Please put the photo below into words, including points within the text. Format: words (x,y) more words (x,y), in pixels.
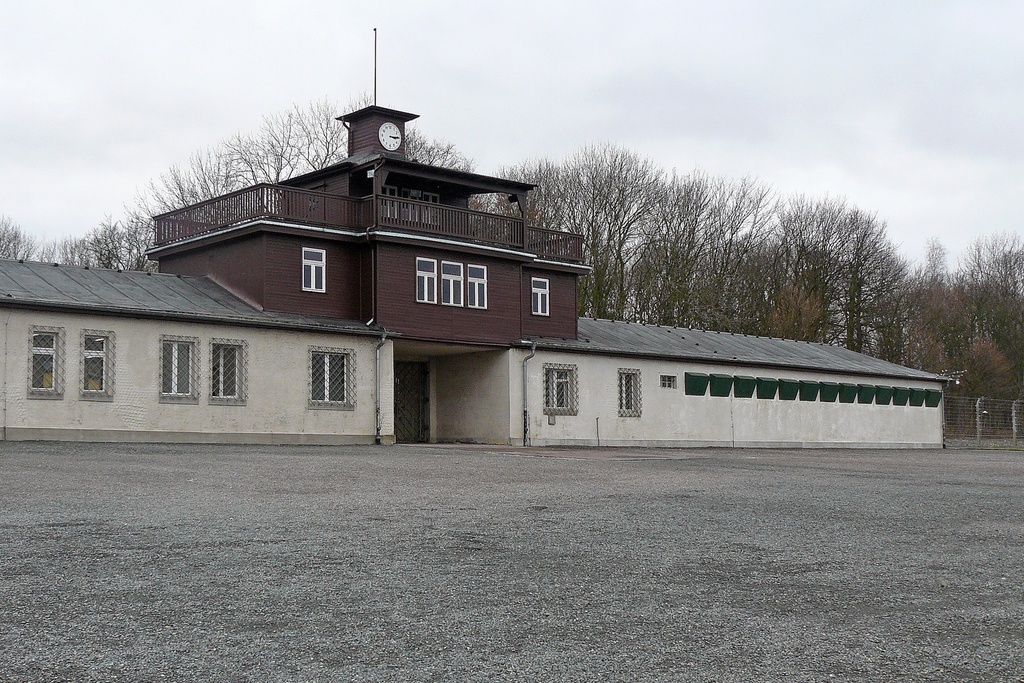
In the center of the image (476,436), we can see a building (502,251) and there is a clock (391,149) on the wall (355,149). In the background (952,342), there are trees (942,331) and we can see a fence (962,421). At the top (617,73), there is sky (533,69) and at the bottom (360,557), there is a road (167,548).
